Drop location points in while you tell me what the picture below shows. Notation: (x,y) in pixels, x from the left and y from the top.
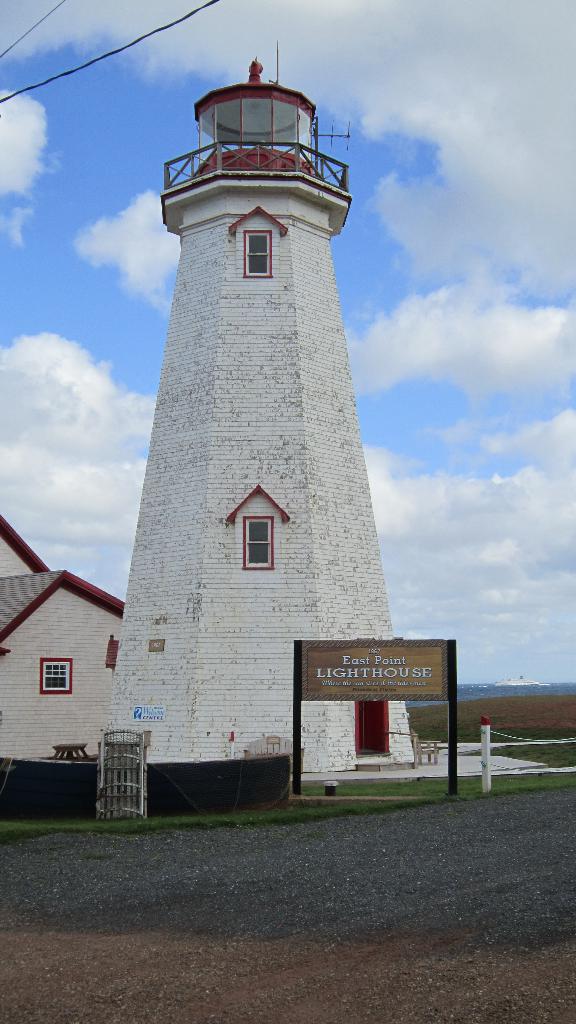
At the bottom (214,869) there is a road (341,948). Near to the road (466,878) there is a board (370,694) with poles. On the board (392,688) something is written. In the back (171,590) there's a lighthouse (197,448) with windows (259,242) and railings (225,153). Near to that there is a building (21,614). In the background (83,330) there is sky (513,556) with clouds (493,541).
